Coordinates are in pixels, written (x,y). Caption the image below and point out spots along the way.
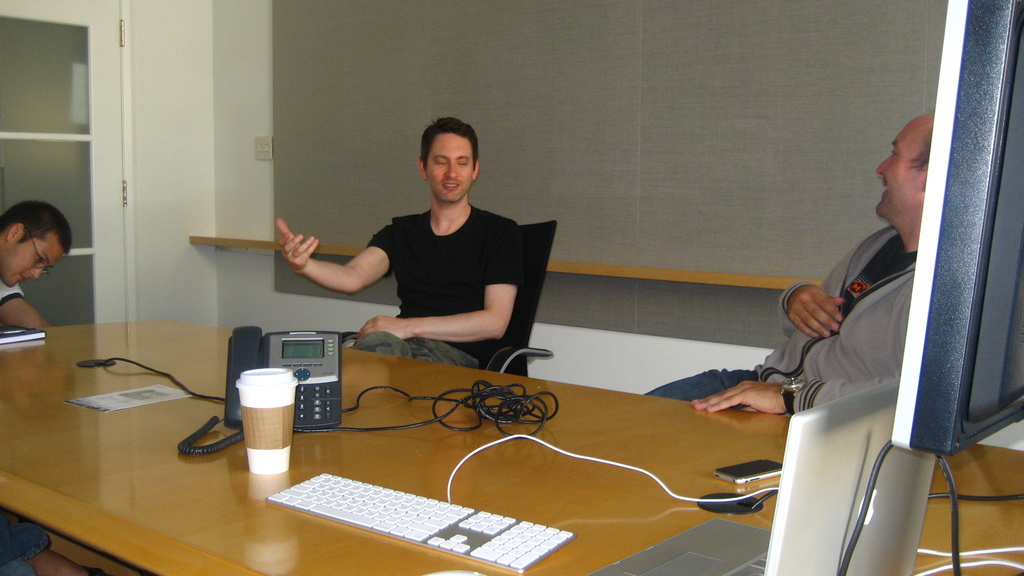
It's a meeting room (390,429), there is a big brown color table (306,450) on which the telephone (317,362), a keyboard (562,531), monitor (911,388), laptop (839,471), mobile phone (749,470), Cup (258,435) is held to the three sides of table (603,408) there are three people (60,237) sitting they are talking with each other in the background (543,70) there is a grey color wall (524,188) beside it there is a door (89,129).
